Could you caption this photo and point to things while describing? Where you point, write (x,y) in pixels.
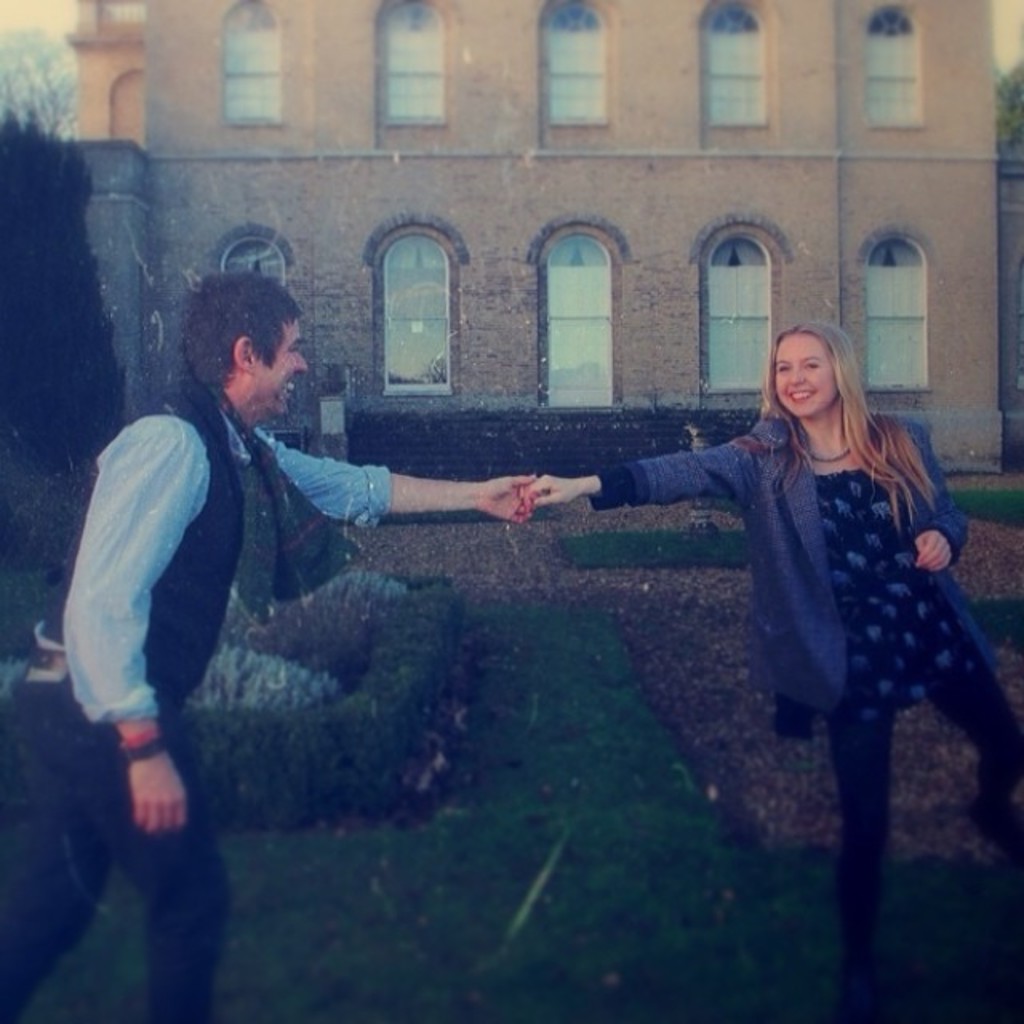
In this picture there is a couple (534,482) standing on a greenery ground (597,537) and holding a hand (503,502) of each other and there is a building (428,209) and trees (54,264) in the background (729,269).
